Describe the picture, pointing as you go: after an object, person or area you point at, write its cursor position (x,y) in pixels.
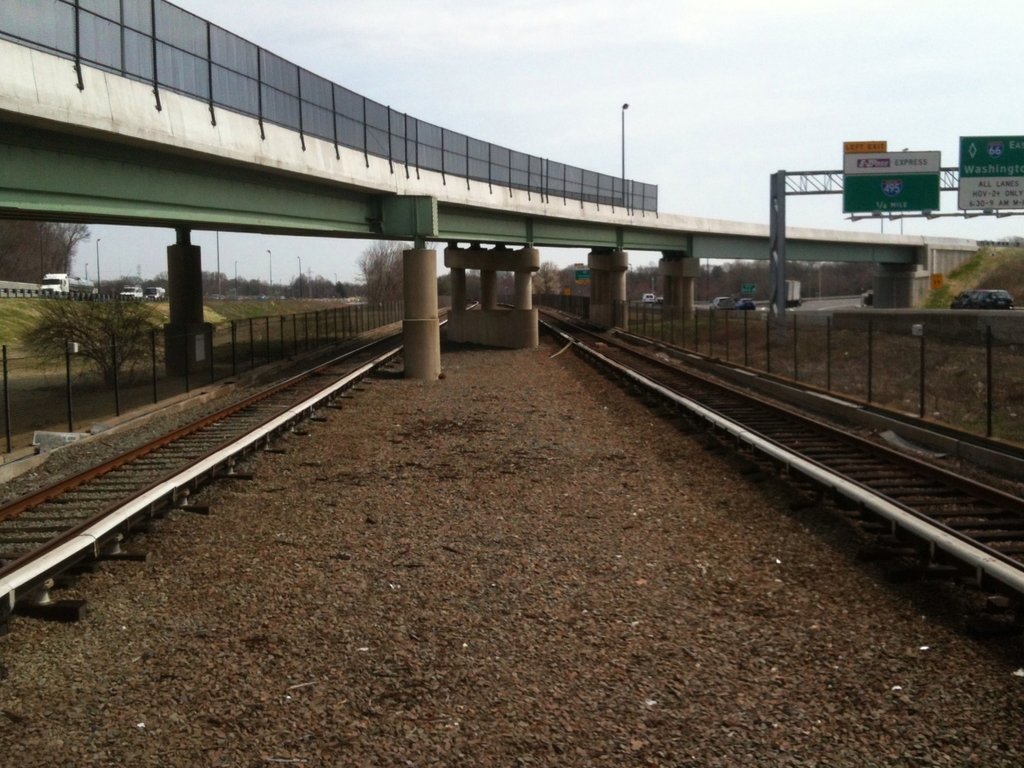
In this image, we can see a track (648,373). There is a bridge (413,171) with some hoardings (996,181) on it. We can also see the grass (948,361). There are few vehicles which are moving on the road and there are some poles (236,263). In the background (641,97), we can see the sky (707,120).
